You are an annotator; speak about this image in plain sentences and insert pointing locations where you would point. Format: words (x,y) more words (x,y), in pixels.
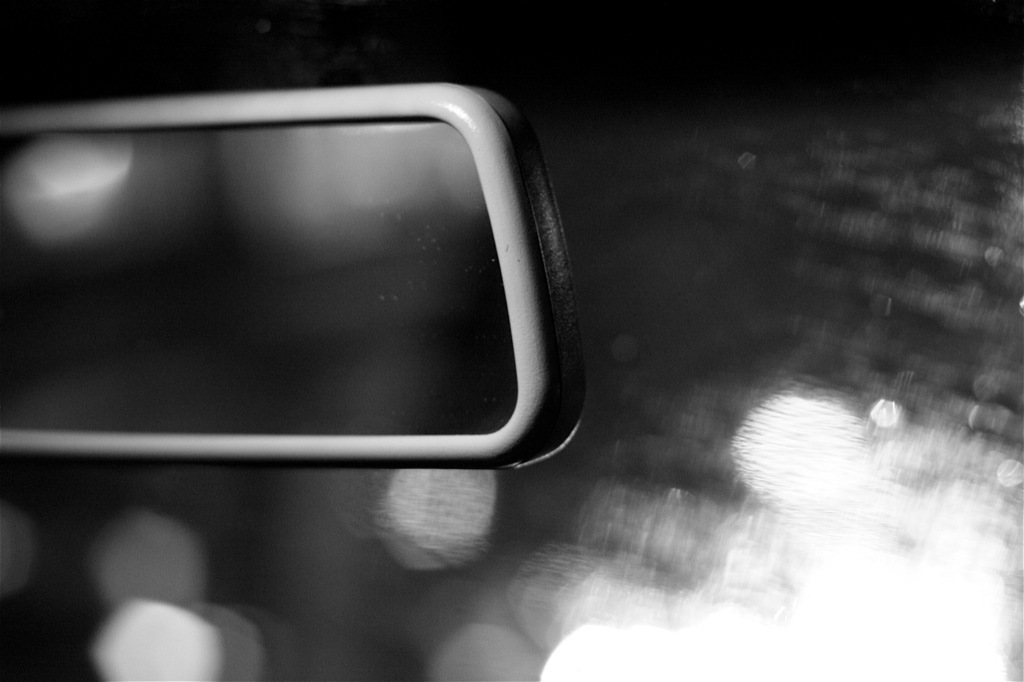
This is a blur, black and white image. I can see an object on the left side of the image (340,280).
